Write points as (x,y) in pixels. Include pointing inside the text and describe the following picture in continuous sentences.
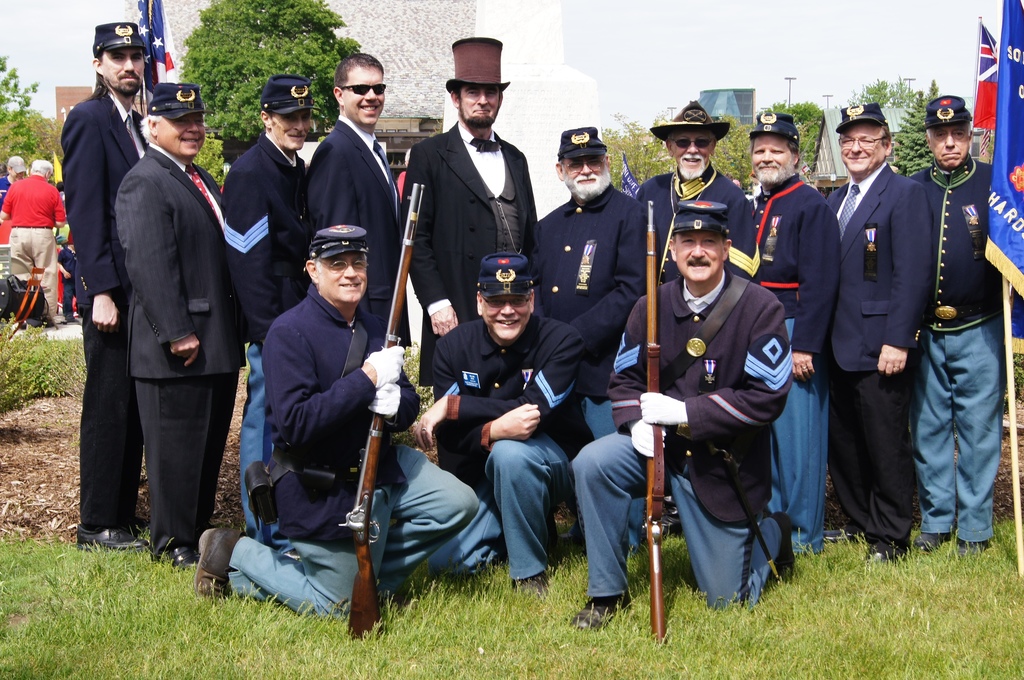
In this picture there are people (874,170) smiling, among them there are two men (685,342) sitting like squat position and holding guns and we can see flags (1000,182), grass (303,656) and plants (13,324). In the background of the image (232,25) we can see people (59,234), trees (250,44), poles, wall (417,126) and sky (71,25).
